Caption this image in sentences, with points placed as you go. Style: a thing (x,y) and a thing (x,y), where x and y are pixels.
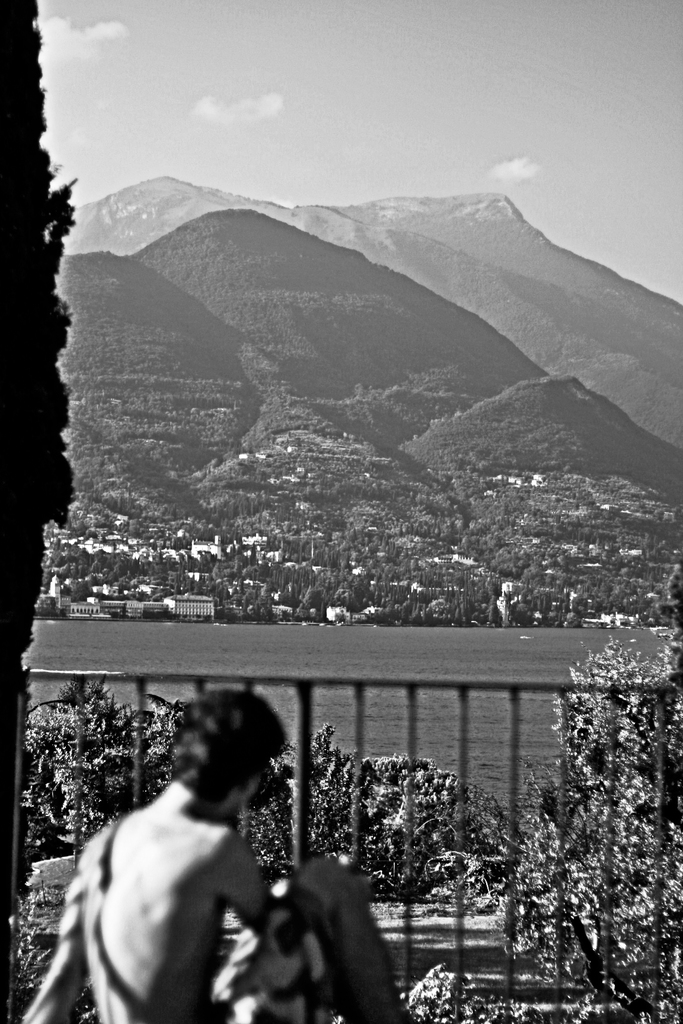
In this image there is a person (262,941). Before him there is a fence (20,725). Behind there are plants (624,830) on the land (475,945). There is a river (428,677). There are buildings (334,611) and trees (225,574) on the land (344,574). Background (134,422) there are hills (304,296). Top of the image (254,131) there is sky (207,71) with some clouds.
